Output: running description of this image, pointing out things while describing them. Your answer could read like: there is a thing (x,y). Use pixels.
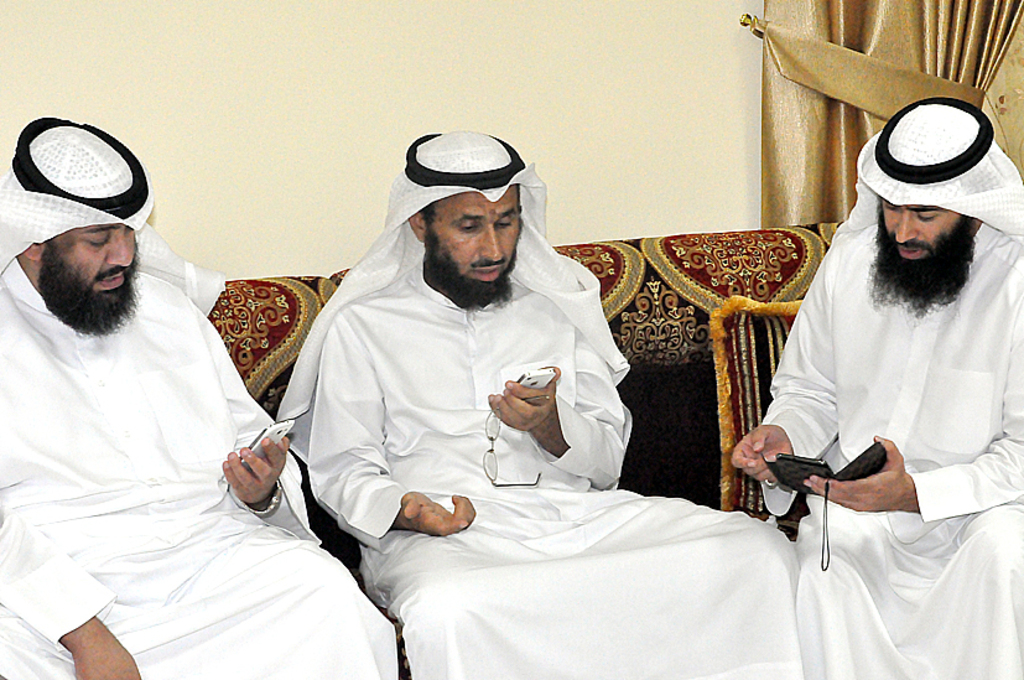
In this image, we can see people (442,314) sitting on the sofa (746,240) and are wearing kurtas (160,385) and turbans (322,320) and are holding some objects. In the background (667,84), we can see a curtain (858,45) and there is a wall (452,94).
